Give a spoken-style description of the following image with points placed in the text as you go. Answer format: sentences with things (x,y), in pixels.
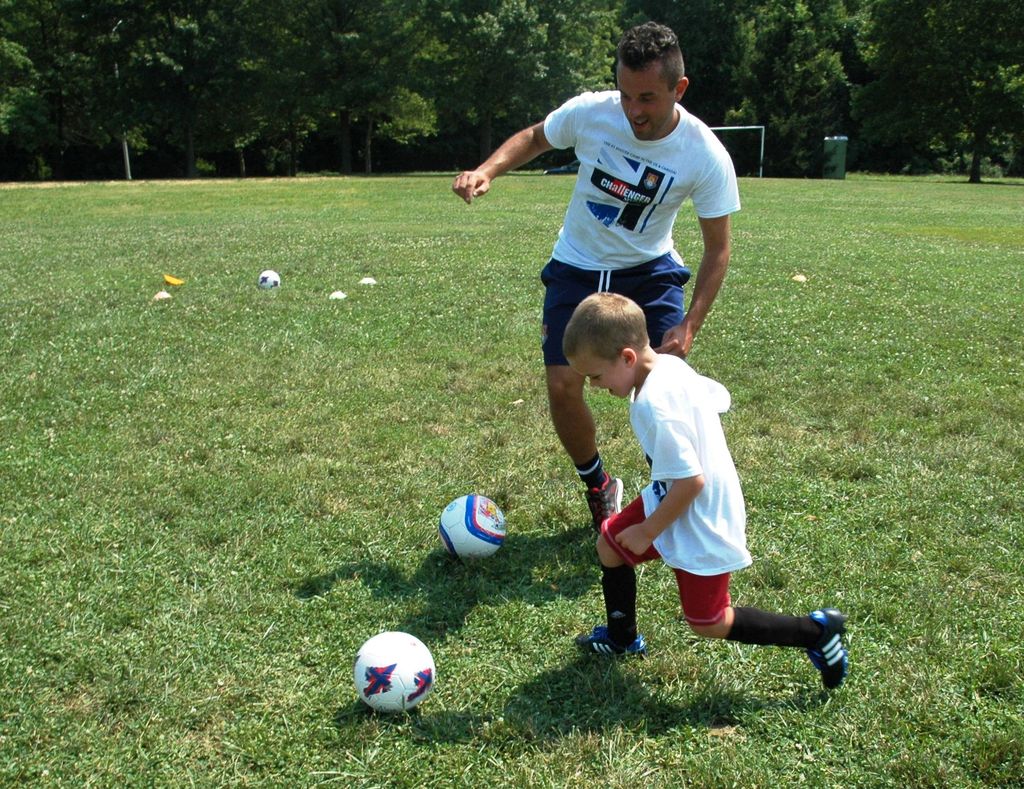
In this picture we can see grass (565,699) at the bottom (581,686), there is a man (672,299) and a kid (641,379) in the middle (679,418), we can see three balls (479,541) on the ground (440,490), in the background (952,64) there are some trees (769,25).
